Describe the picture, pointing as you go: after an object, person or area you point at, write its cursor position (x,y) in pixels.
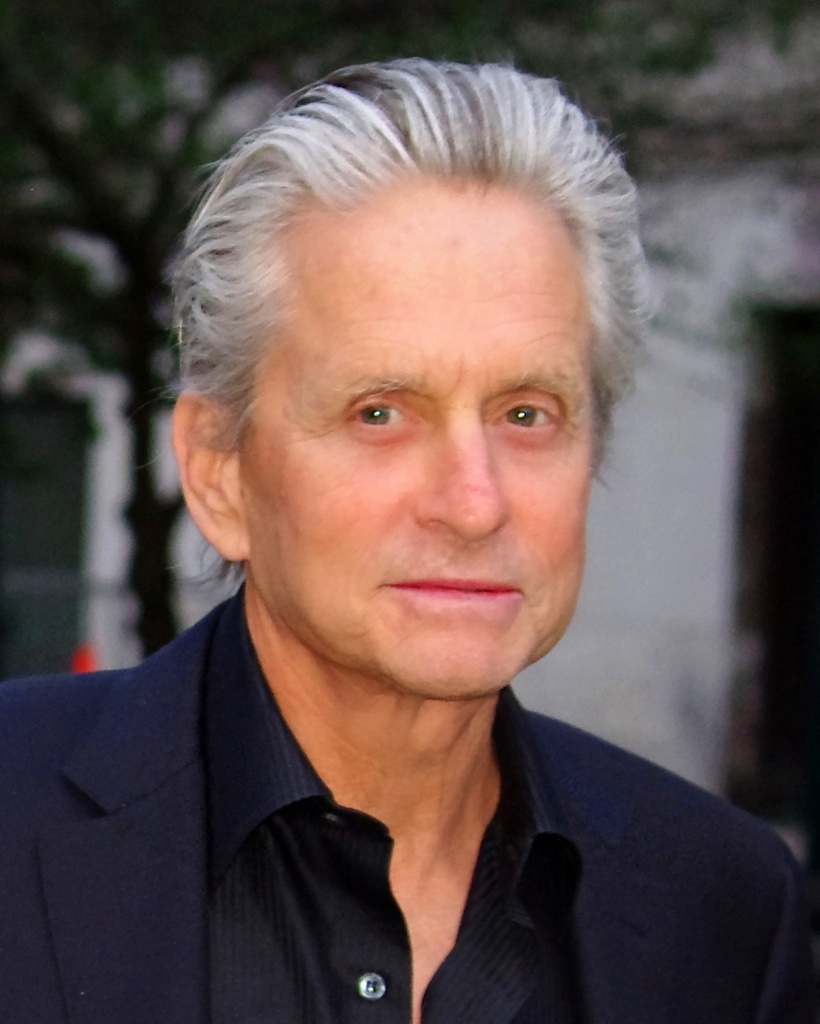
Here I can see a man (140,762) wearing blue color suit (97,851), black color shirt (216,868), smiling and giving pose for the picture. In the background (114,234) there is a tree (151,74) and a wall (661,534).
